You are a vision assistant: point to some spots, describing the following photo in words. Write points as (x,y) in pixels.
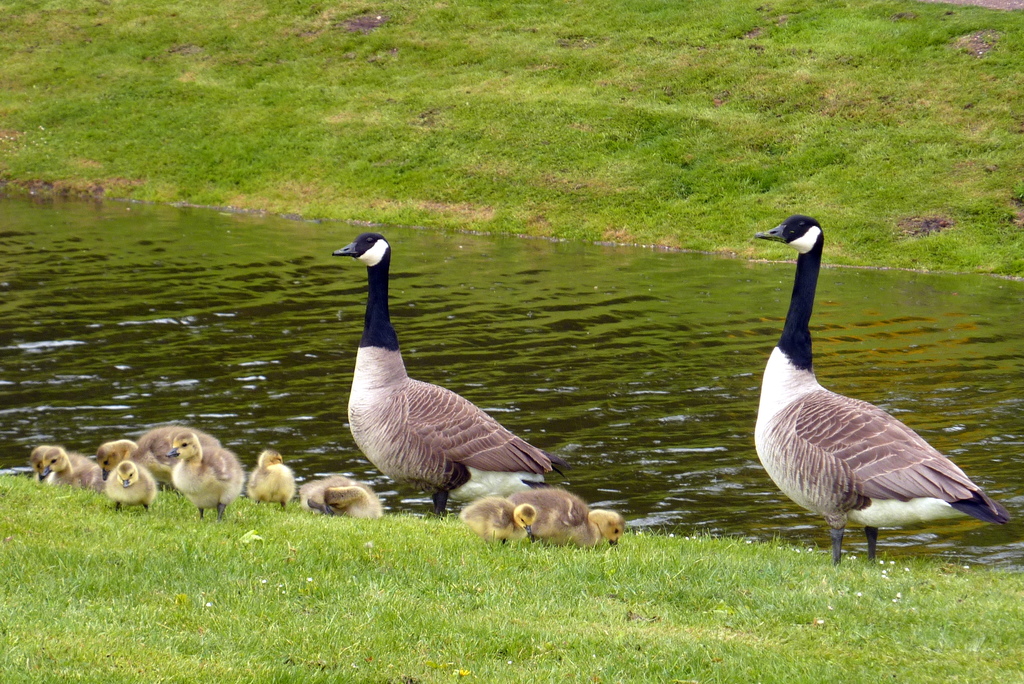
In this image we can see grass (563,580) on both side of the image and water (655,300) in the middle (682,296) and there are few birds (611,535) on the grass (685,578).
